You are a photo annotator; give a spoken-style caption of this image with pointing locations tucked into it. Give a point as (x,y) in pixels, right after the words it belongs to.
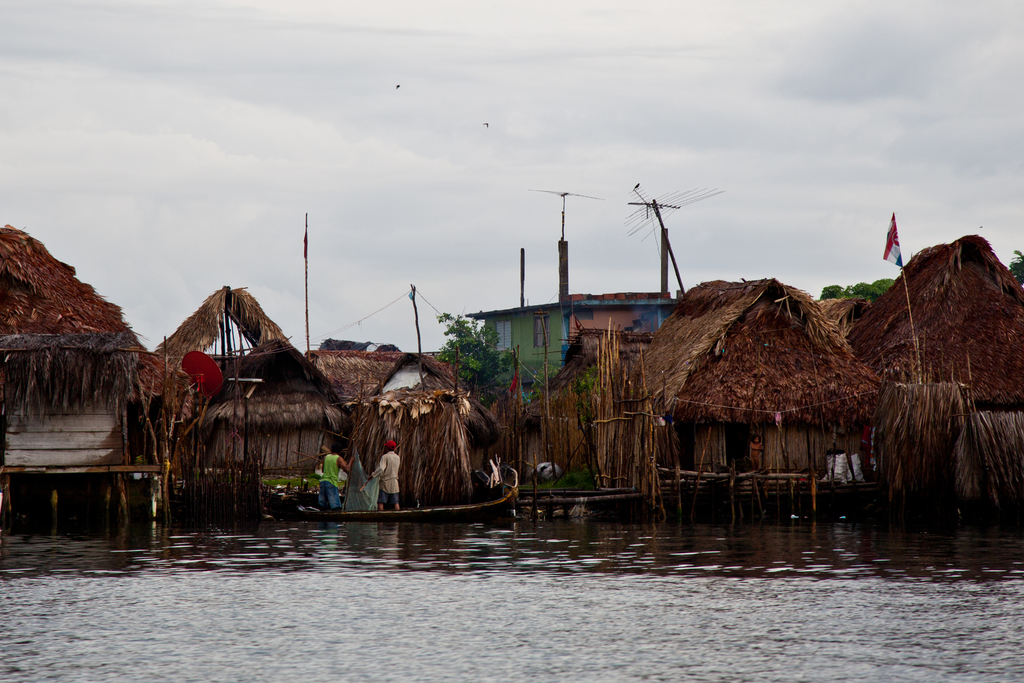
This image consists of many huts (402,374) and a building (570,319). At the top (329,134), there is a sky (390,195). At the bottom (408,599), there is water (367,596). And there are two men (332,486) standing in a boat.
